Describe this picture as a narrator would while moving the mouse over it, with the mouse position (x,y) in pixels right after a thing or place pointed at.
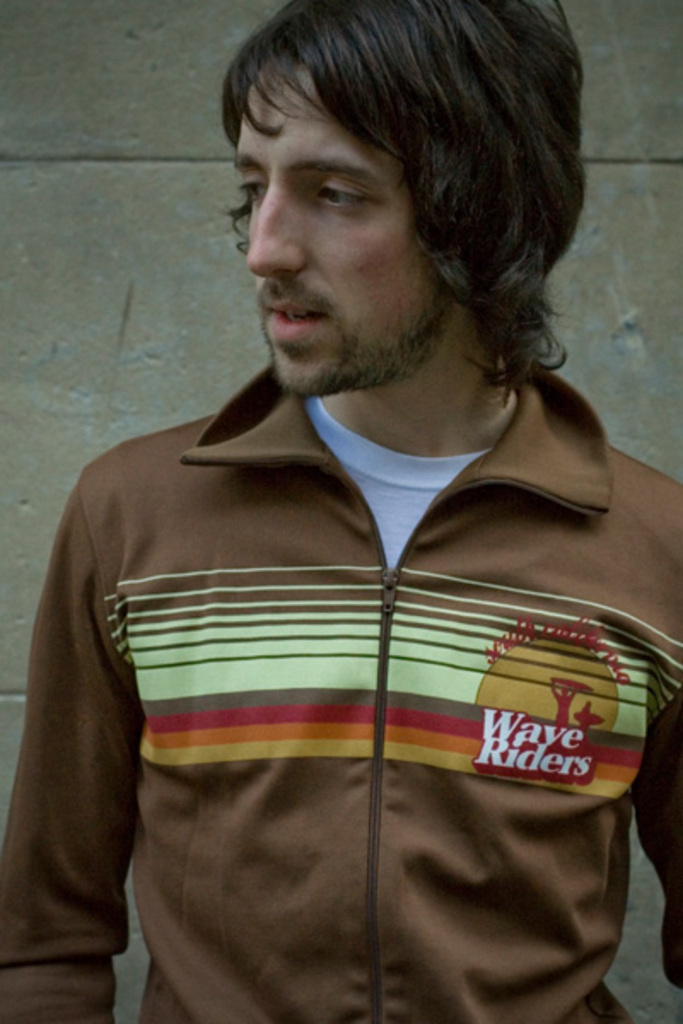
In this picture we can see a man (340,616), he wore a jacket (360,736), in the background (44,269) there is a wall (122,218).
